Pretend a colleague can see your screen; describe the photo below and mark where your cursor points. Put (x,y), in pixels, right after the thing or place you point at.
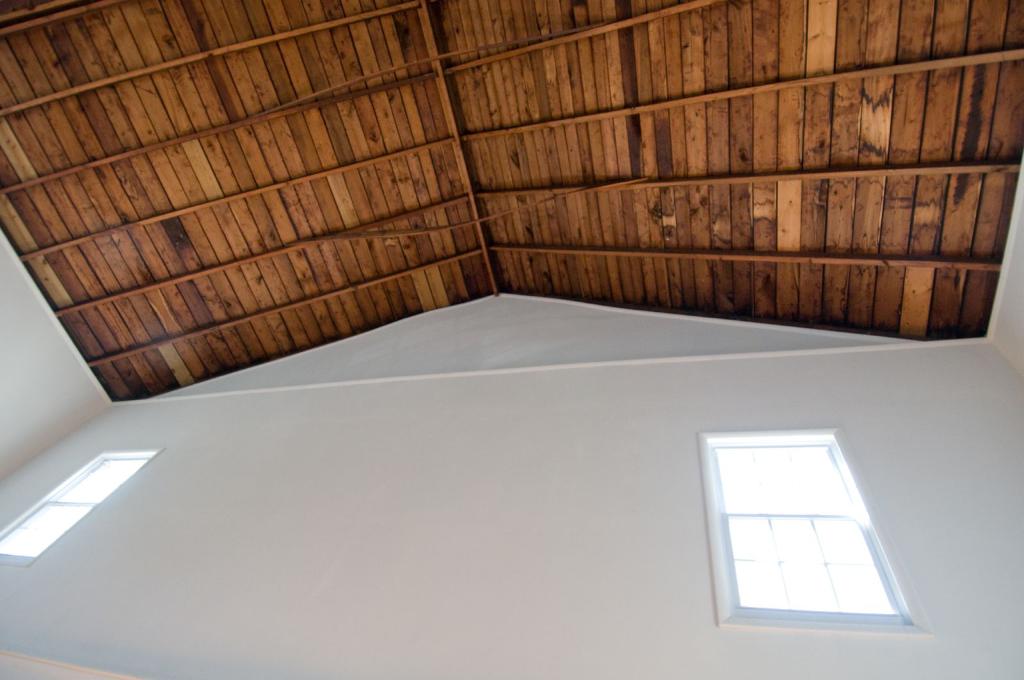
In this image we can see white wall (630,518) with two glass windows (112,478) and wooden roof (300,152).
